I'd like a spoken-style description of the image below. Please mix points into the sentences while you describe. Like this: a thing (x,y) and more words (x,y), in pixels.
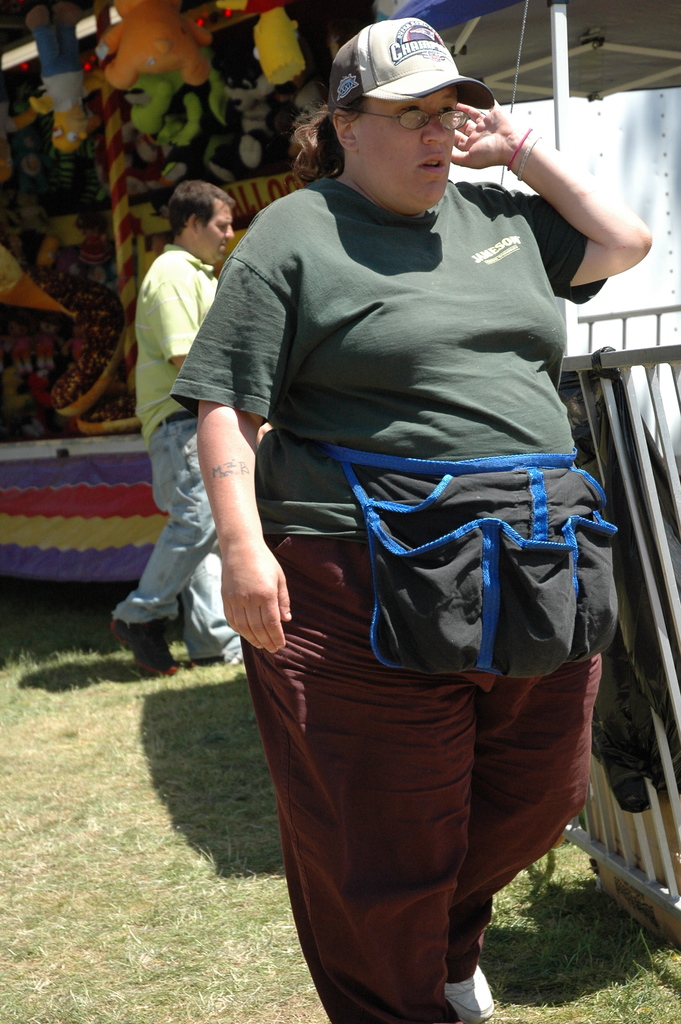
In this picture there is a woman (501,368) who is wearing spectacles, t-shirt (398,414) and shoe (466,1004). She is standing near to the fencing (616,660). In the back (187,284) there is a man (196,256) who is wearing t-shirt (197,322), jeans (173,568) and shoe (163,667). He is standing near to the banner (242,190). At the bottom (253,857) we can see the grass (117,770). In the top right corner (566,25) there is a tent (554,24).
